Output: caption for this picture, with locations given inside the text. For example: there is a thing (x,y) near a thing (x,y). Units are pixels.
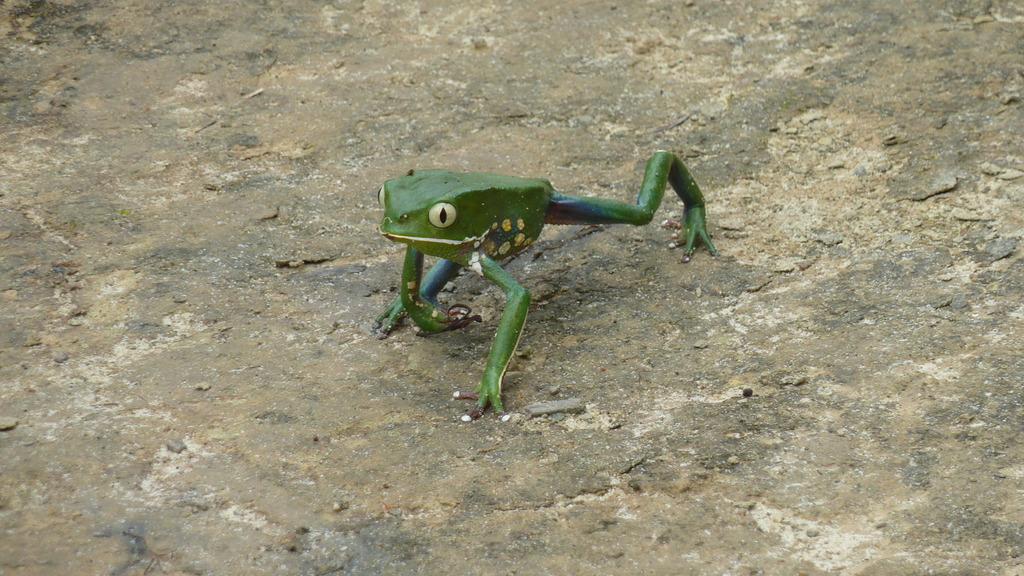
In the center of the image (423,290), we can see a frog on the ground (252,432).
